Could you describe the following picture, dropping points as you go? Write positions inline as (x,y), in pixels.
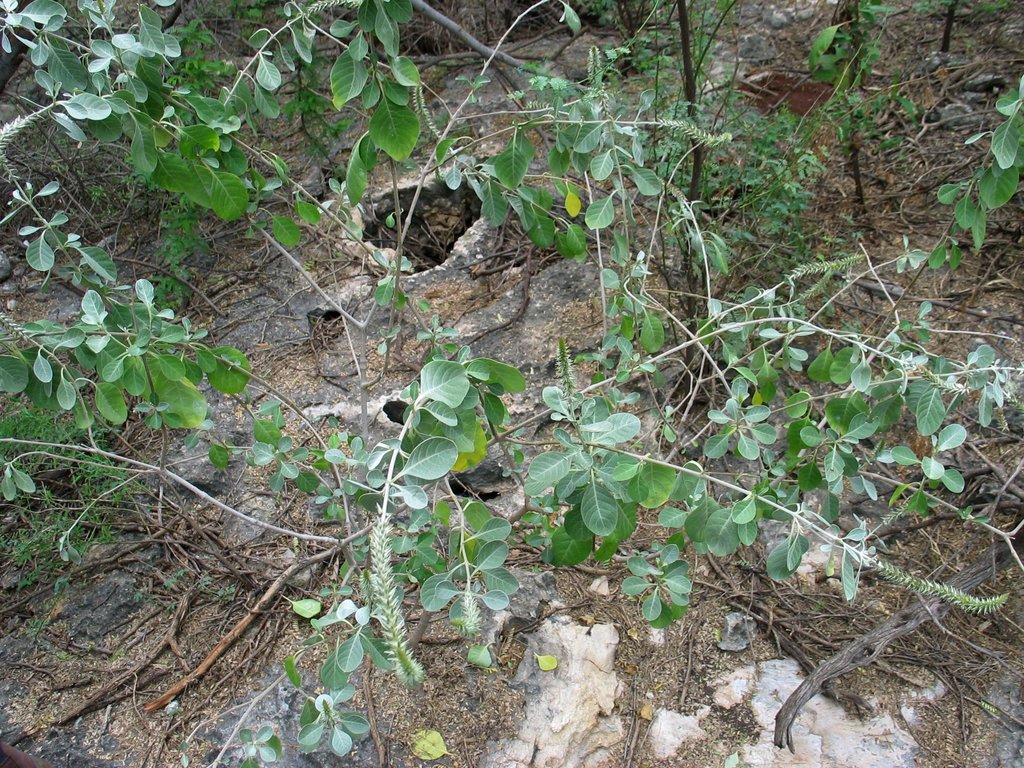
In this picture I can see the plants (871,50). At the bottom (426,670) I can see the sticks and dust (638,696). On the left (99,360) I can see the green leaves (172,363).
